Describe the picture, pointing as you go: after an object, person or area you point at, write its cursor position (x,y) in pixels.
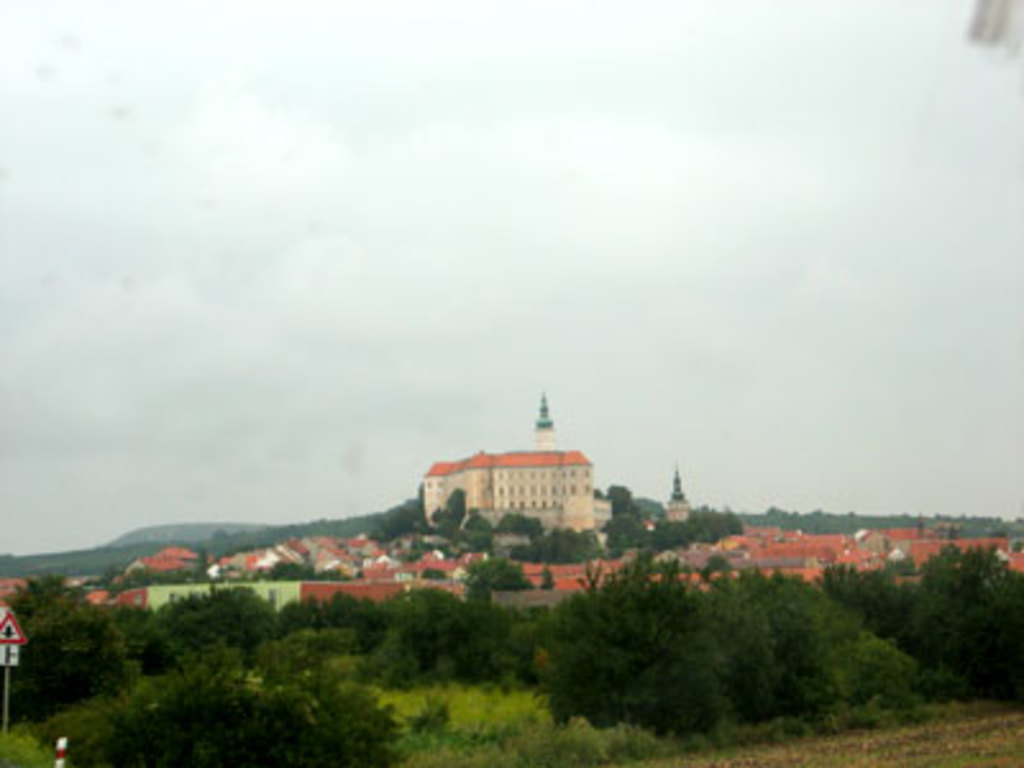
This is the picture of a city (673,564). In this image there are buildings (1009,553) and trees (540,528). At the back (1022,520) there is a mountain (159,533). At the top (660,205) there is sky (660,205). At the bottom (940,754) there is grass (917,747). On the left side of the image (12,650) there are boards (25,642) on the pole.
